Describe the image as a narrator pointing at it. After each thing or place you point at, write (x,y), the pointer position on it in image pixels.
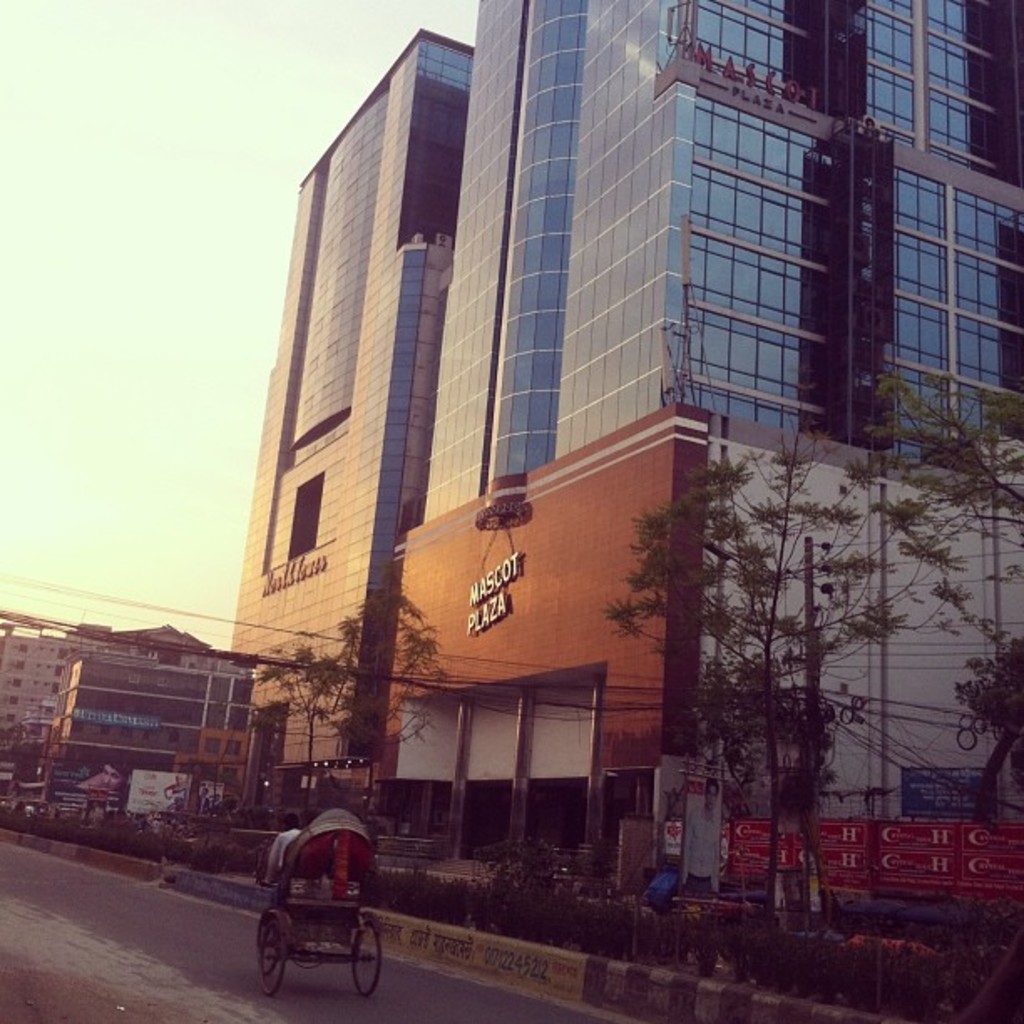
In this image, we can see buildings (487,525), trees (351,698), boards (907,793) and there are vehicles (288,935) on the road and we can see poles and plants (693,935). At the top (126,315), there is sky (155,370).
